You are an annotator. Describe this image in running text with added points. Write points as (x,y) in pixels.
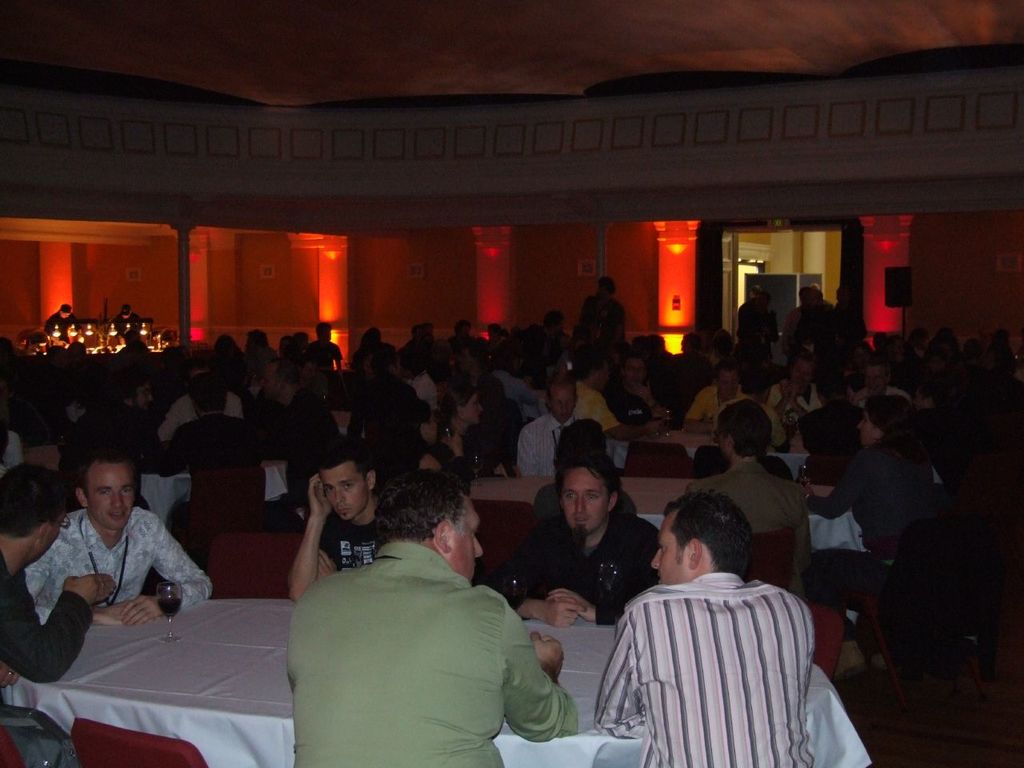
This image is taken indoors. In the background (382,318) there are a few walls (934,300). There are a few lights (675,278) and there is a door (793,266). At the top of the image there is a roof (464,84). In the middle of the image (351,436) many people (52,421) are sitting on the chairs (767,532) and there are many tables (213,615) with tablecloths (225,610) and a few things (93,345) on them. A few people (121,313) are standing.
